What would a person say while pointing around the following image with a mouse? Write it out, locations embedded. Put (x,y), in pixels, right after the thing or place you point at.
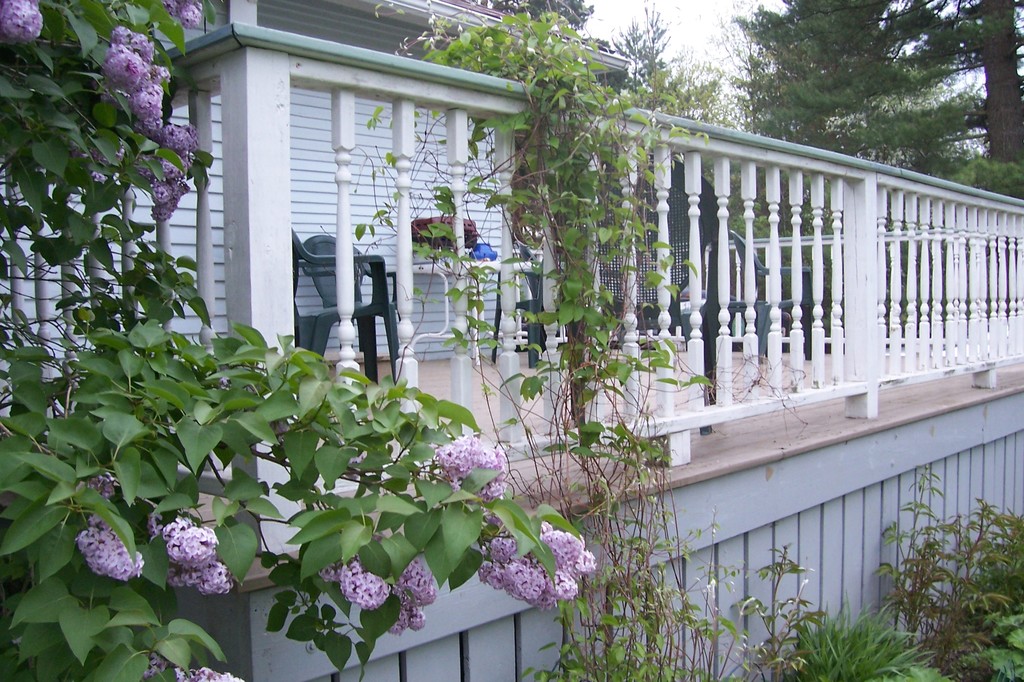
This picture is clicked outside. In the foreground (144,548) we can see the flowers (565,561), plants (624,560) and the green leaves (545,228). In the center (460,246) we can see the railing (865,310) and there are some objects (474,240) placed on the top of the table (446,313) and we can see the chairs (715,287) and some other items (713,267). In the background (729,100) we can see the sky (725,0), trees (772,94) and building (379,99).
